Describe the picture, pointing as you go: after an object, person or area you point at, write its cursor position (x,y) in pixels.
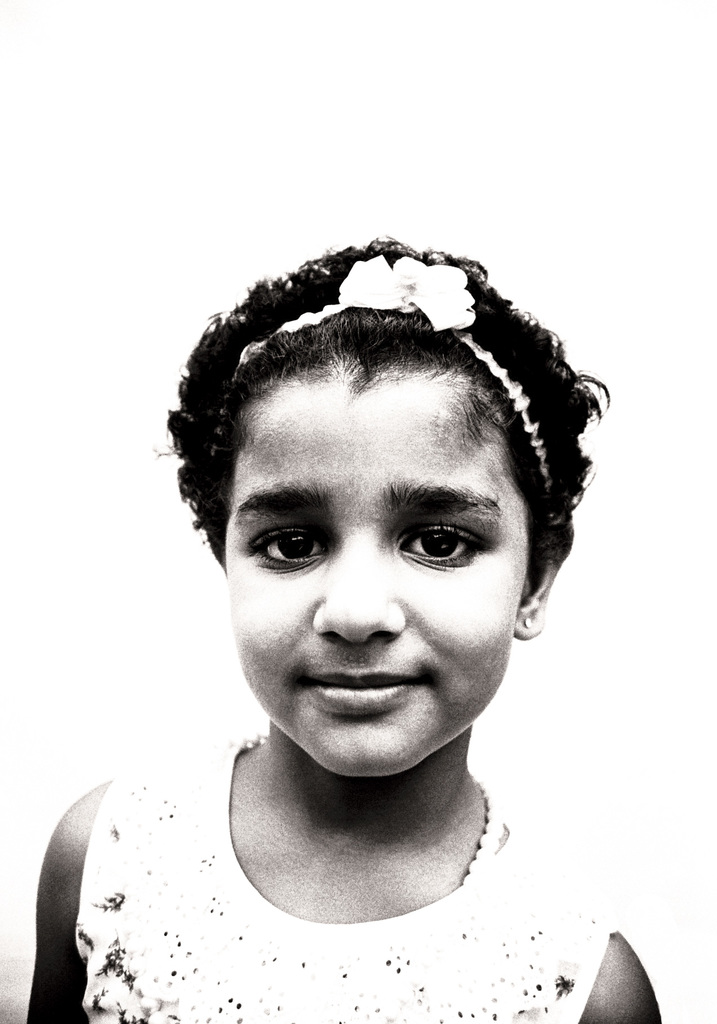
In this image we can see a person (474,660) and the background (49,90) is white.
